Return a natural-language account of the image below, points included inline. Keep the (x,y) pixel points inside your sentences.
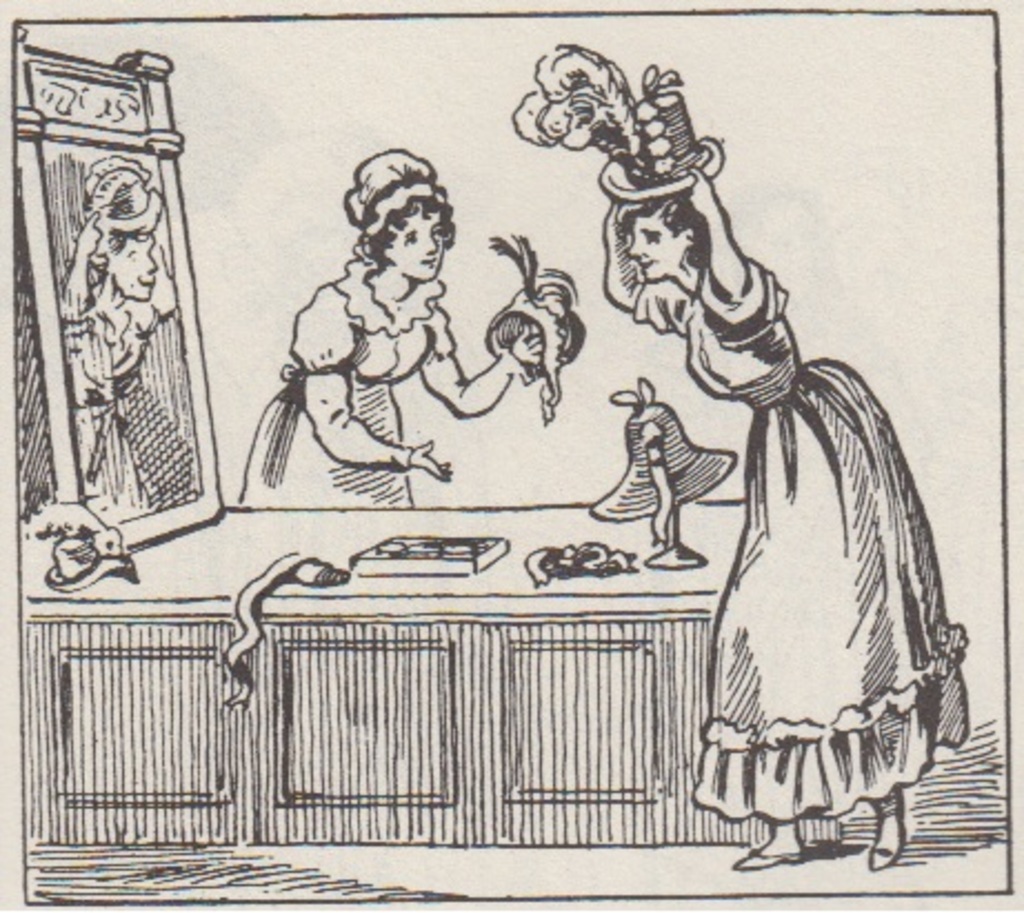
In the image we can see a drawing (372,88) on a paper (197,116).
